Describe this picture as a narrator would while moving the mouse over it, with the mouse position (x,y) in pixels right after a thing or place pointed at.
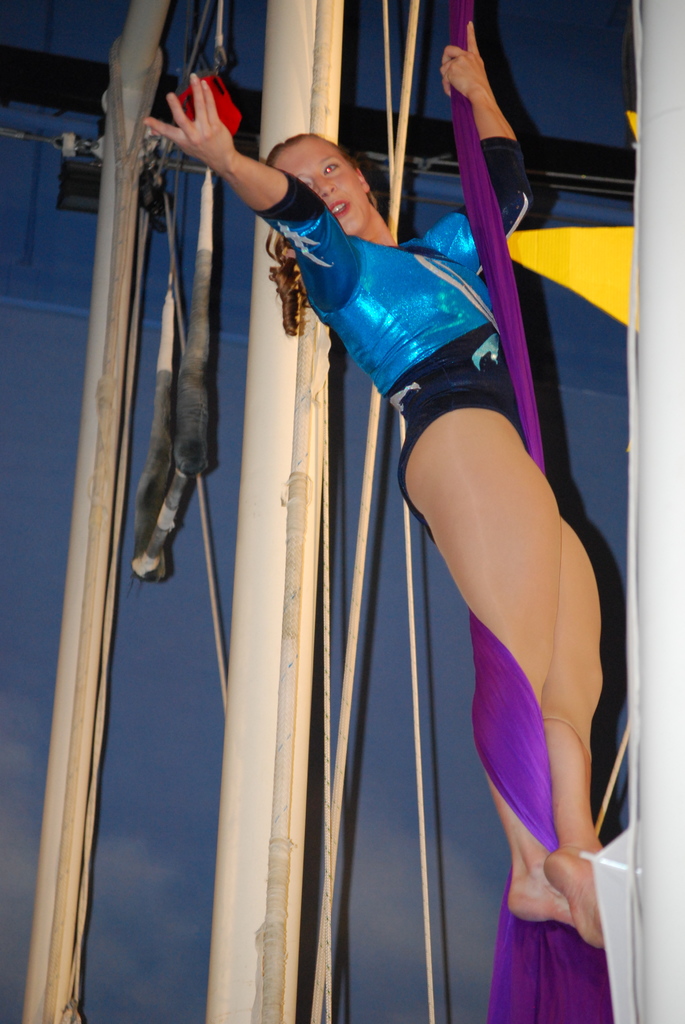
In this image there is a woman (483,592) hanging to a rope (511,345). Behind her there are metal rods (255,378). In the background (18,645) there is the sky (152,705).
